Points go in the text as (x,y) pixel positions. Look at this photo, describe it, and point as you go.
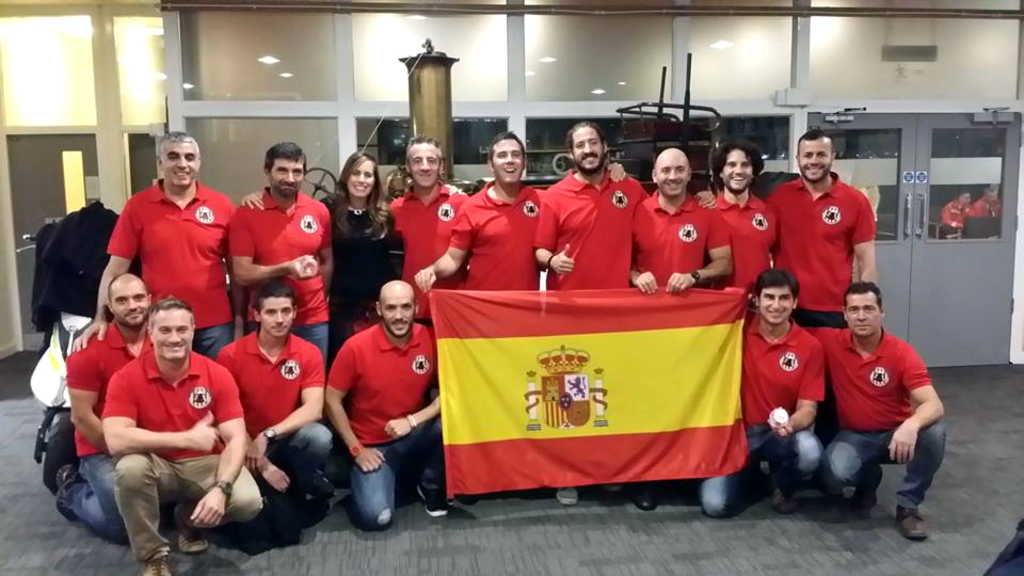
In this image we can see some people (438,411) are sitting on the floor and some are standing on the floor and holding flag (572,357) in their hands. In the background (903,148) we can see electric lights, cloths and doors (905,164).
